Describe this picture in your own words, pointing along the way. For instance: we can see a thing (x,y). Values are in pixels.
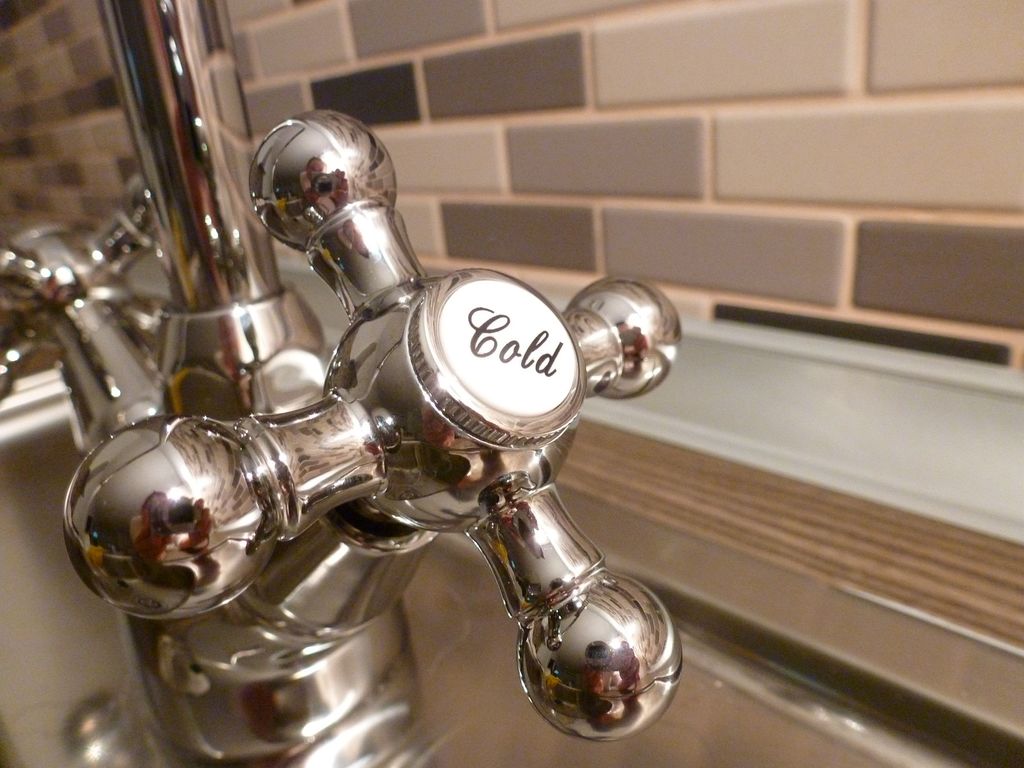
On the left side of this image (223,423) there is a tap (184,437). On the tap (468,369) I can see some text (484,352). Behind the tap (135,142) there is a tiled wall (100,107). On the right side (739,209) there is a wall (835,146).
